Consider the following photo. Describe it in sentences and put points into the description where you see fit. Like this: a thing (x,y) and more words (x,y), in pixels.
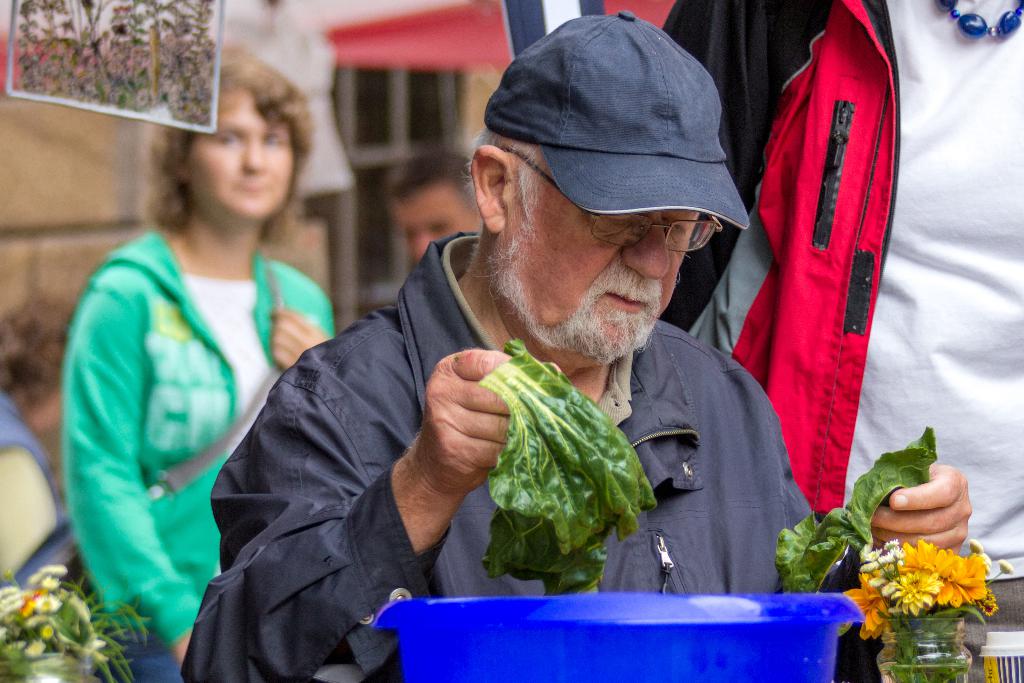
Here we can see a man (590,304) is holding leaves (532,435) in his two hands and at the bottom (36,663) we can see two flower vases (36,663) and a blue color bucket (579,634). In the background (306,123) there are few persons (226,171), wall (92,183), window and other objects (215,80).
